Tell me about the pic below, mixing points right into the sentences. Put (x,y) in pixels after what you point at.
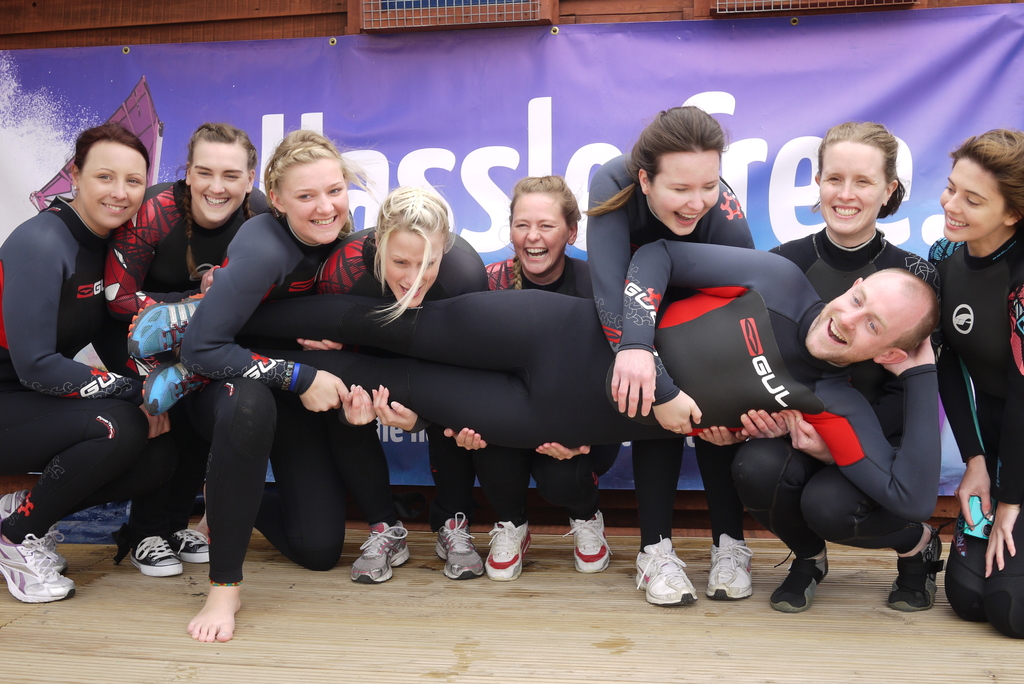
In this image I can see group of people (650,501) and they are wearing black and red color dresses (488,393). In the background (956,45) I can see the banner (445,136) in purple color and I can also see the wooden object (585,10).
